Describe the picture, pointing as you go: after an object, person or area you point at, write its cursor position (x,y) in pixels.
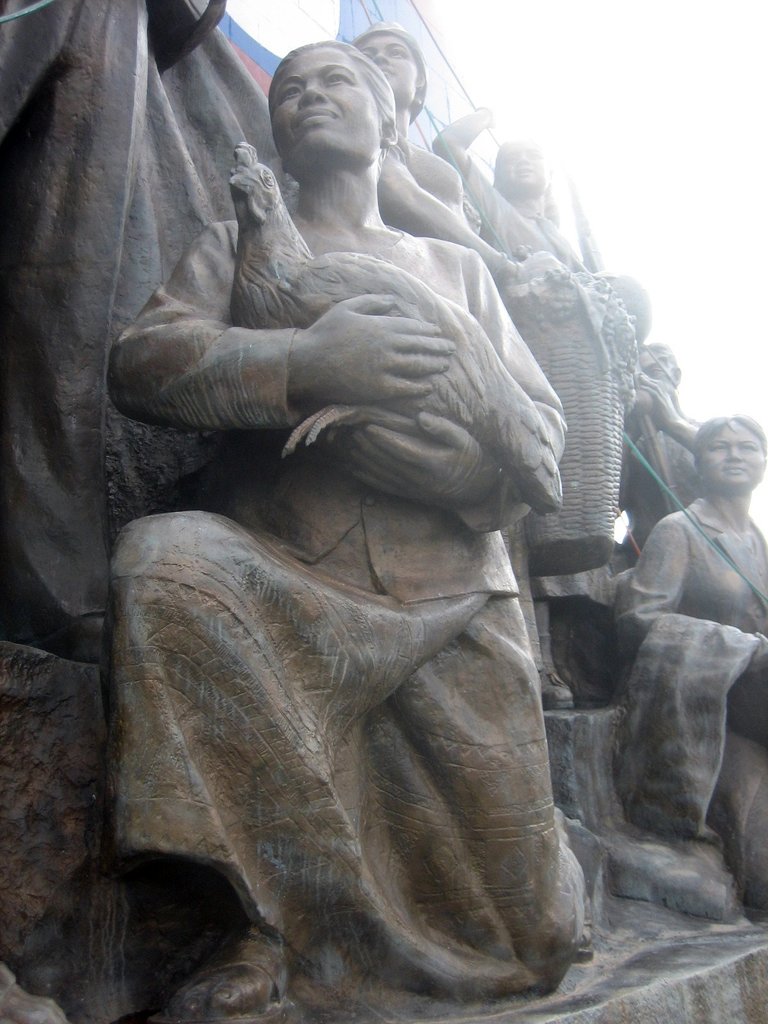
This picture shows few statues (347,341) carved on the stone (619,547) and we see a cloudy sky (713,143) and a woman (325,54) holding a hen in her hand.
